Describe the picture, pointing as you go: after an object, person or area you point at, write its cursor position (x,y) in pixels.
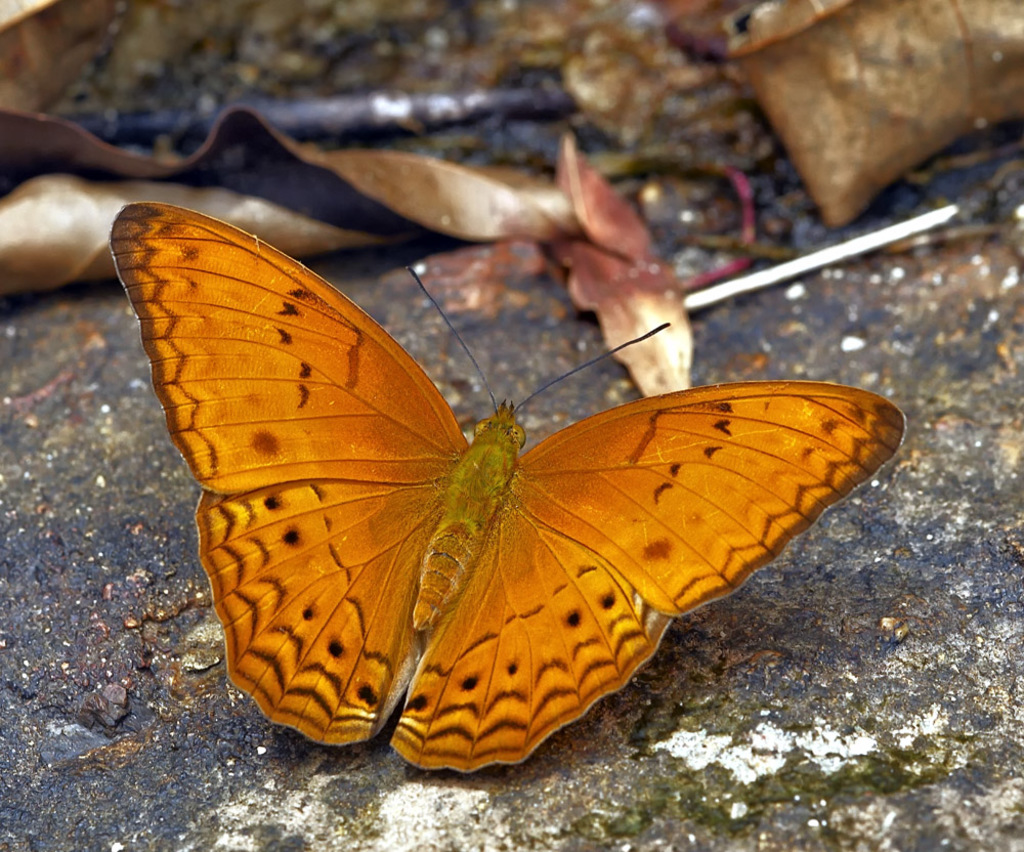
In this picture we can observe a butterfly (395,498) which is in orange and black color on the land (723,737). We can observe dried leaves (483,195) in the background (840,169).
